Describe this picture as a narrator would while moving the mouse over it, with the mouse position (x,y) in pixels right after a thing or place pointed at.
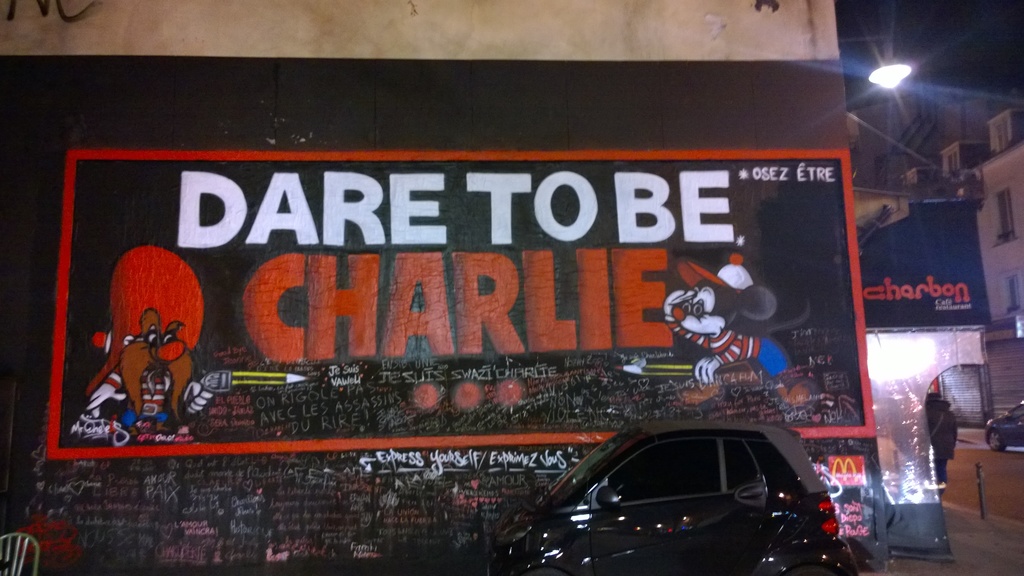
This picture shows the spray painting wall (289,351) on which we can see "Dare to be charlie'' is written. In the front (608,510) we can see small black color car (681,517). Beside we can see post light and white color building (1019,148).
